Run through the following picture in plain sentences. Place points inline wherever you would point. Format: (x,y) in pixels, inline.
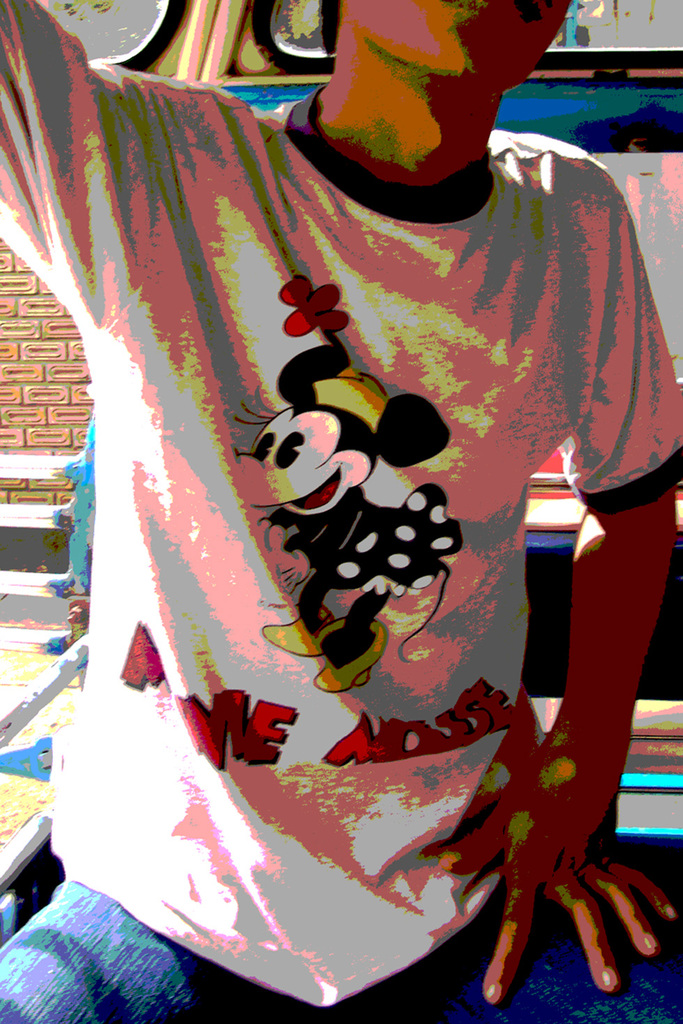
This is an edited image, in this picture there is a man (113,805). In the background of the image (32,444) we can see wall (48,429).
